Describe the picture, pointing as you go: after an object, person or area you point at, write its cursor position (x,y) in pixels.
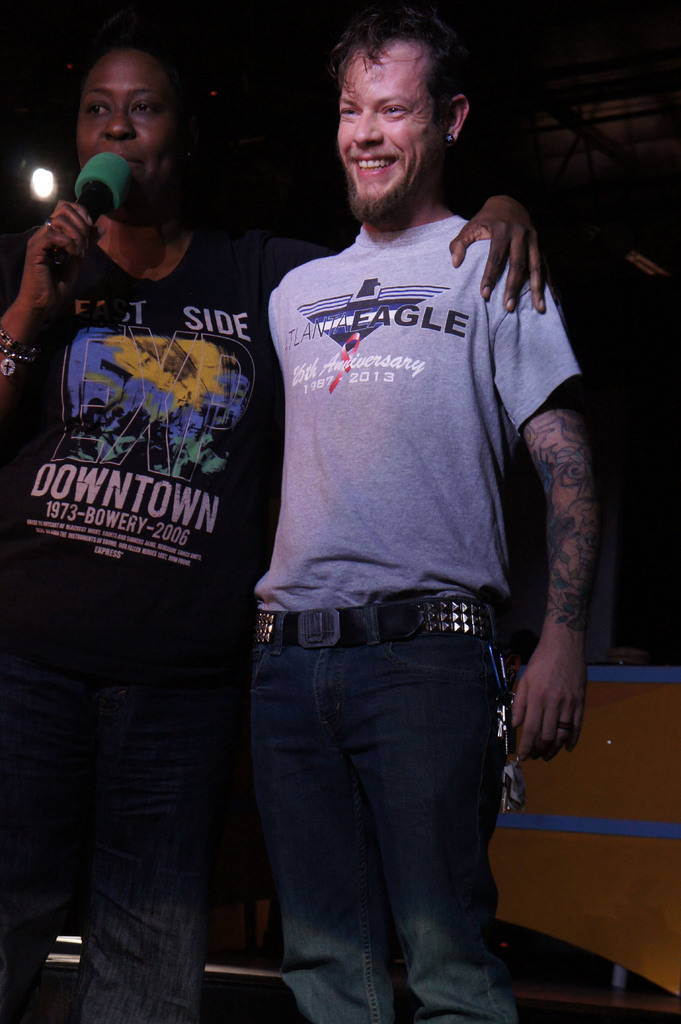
In this picture there is a woman (131,199) who is standing on the left side of the image (85,271), by holding a mic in her hand (36,261) and there is a man (355,306) beside her, there is a spotlight (49,181) in the background area of the image (49,170).
